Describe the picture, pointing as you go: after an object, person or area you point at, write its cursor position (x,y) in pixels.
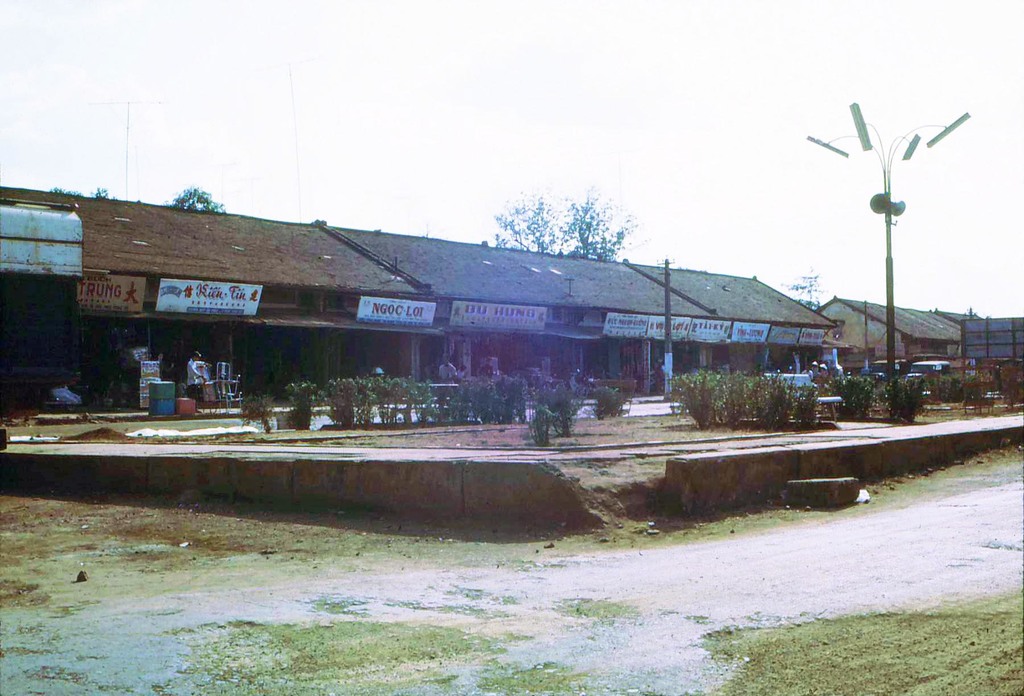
In this image we can see sheds (276,324), name boards (790,338), street poles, street lights (941,134), electric poles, electric cables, bins (158,387), persons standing on the floor (320,440), motor vehicles (882,368) on the road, grass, plants (507,380), trees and sky (667,112).
